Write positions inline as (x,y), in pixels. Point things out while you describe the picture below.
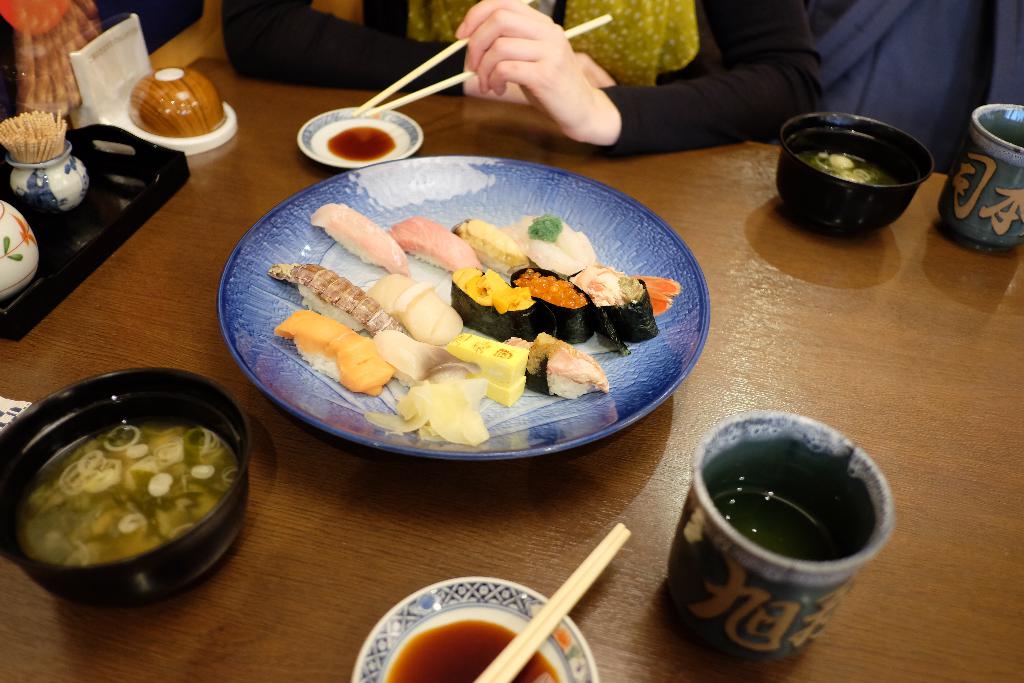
On this table (1014,418) there are bowls (847,212), cups (1018,191), tray (60,212), pots (66,189) with toothpicks (45,144), plate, chopsticks (514,675) and food (471,319). In-front of this table (835,309) a person (723,120) is sitting on a chair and holding chopsticks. Beside this person (718,59) there is a bag (923,74).
